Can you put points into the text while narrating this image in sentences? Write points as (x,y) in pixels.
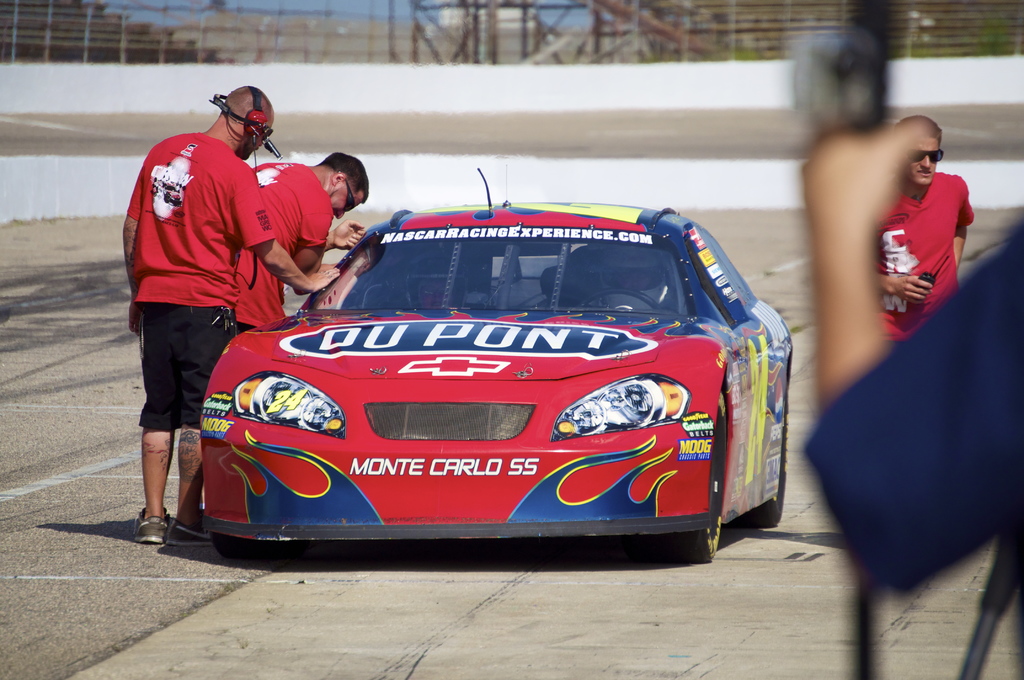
This picture is clicked outside. On the left (268,250) there are two persons (300,173) wearing red color t-shirts (199,214) and standing on the ground (169,549). In the center (538,263) there is a red color (587,364) car parked on the ground (721,554). On the right (942,154) we can see the two persons (936,287). In the background (577,29) we can see the metal rods (480,7), building (500,9) and the sky (275,8).
